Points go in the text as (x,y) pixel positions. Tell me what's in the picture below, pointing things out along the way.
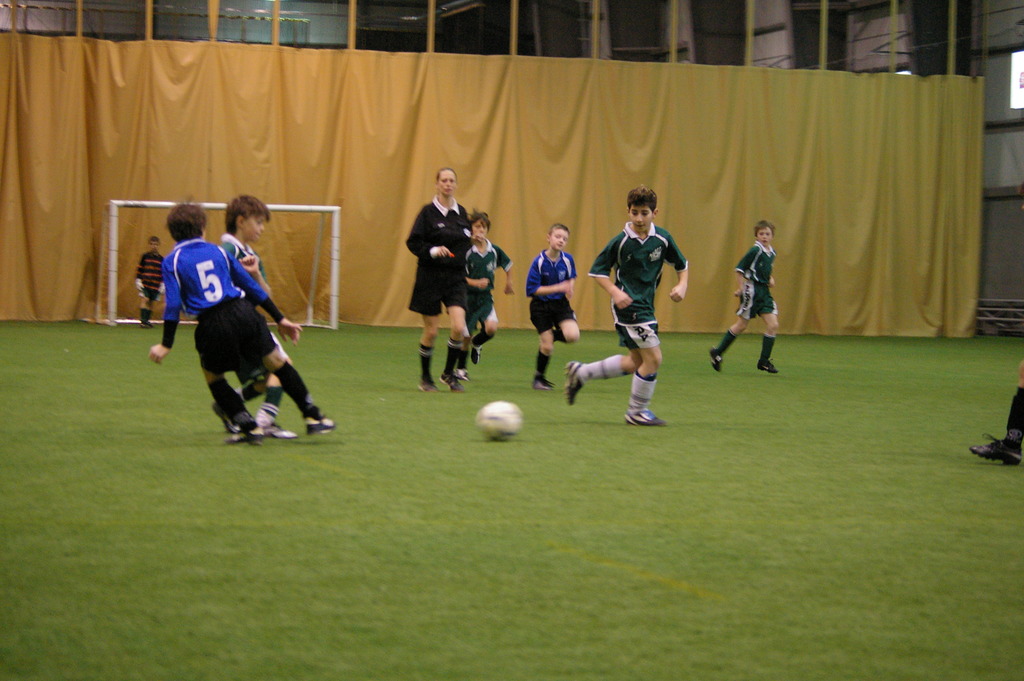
In this image we can see there are few people (549,354) playing in a football ground (694,433). In the background (174,109) there is a curtain (336,167).
